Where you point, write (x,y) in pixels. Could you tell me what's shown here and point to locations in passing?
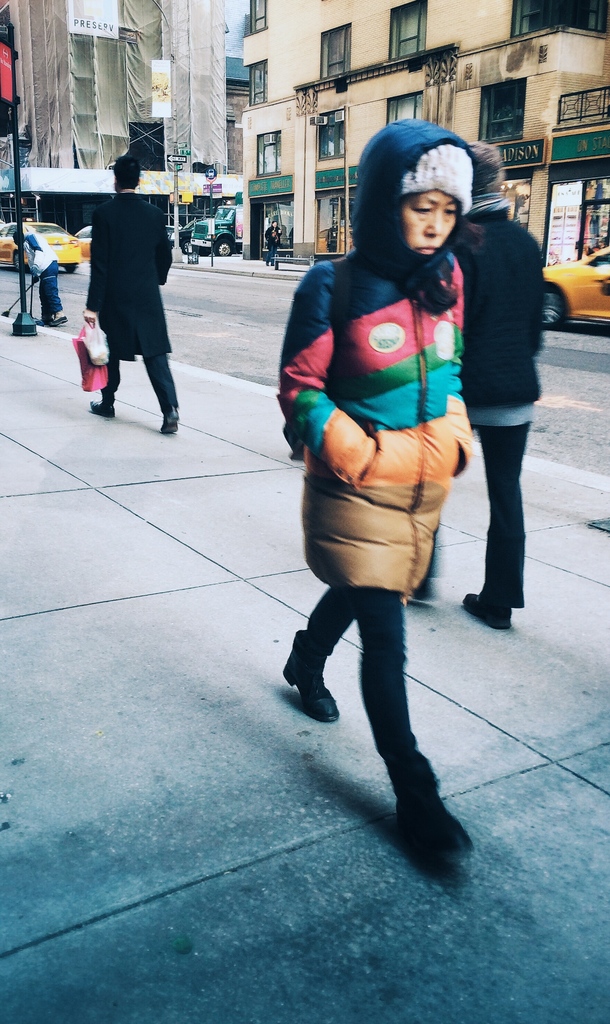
In this image there are few people (306,450) walking on the path (242,815). There are also vehicles (60,232) on the road (284,298). In the background (240,97) there are buildings (301,83). Poles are also visible.
